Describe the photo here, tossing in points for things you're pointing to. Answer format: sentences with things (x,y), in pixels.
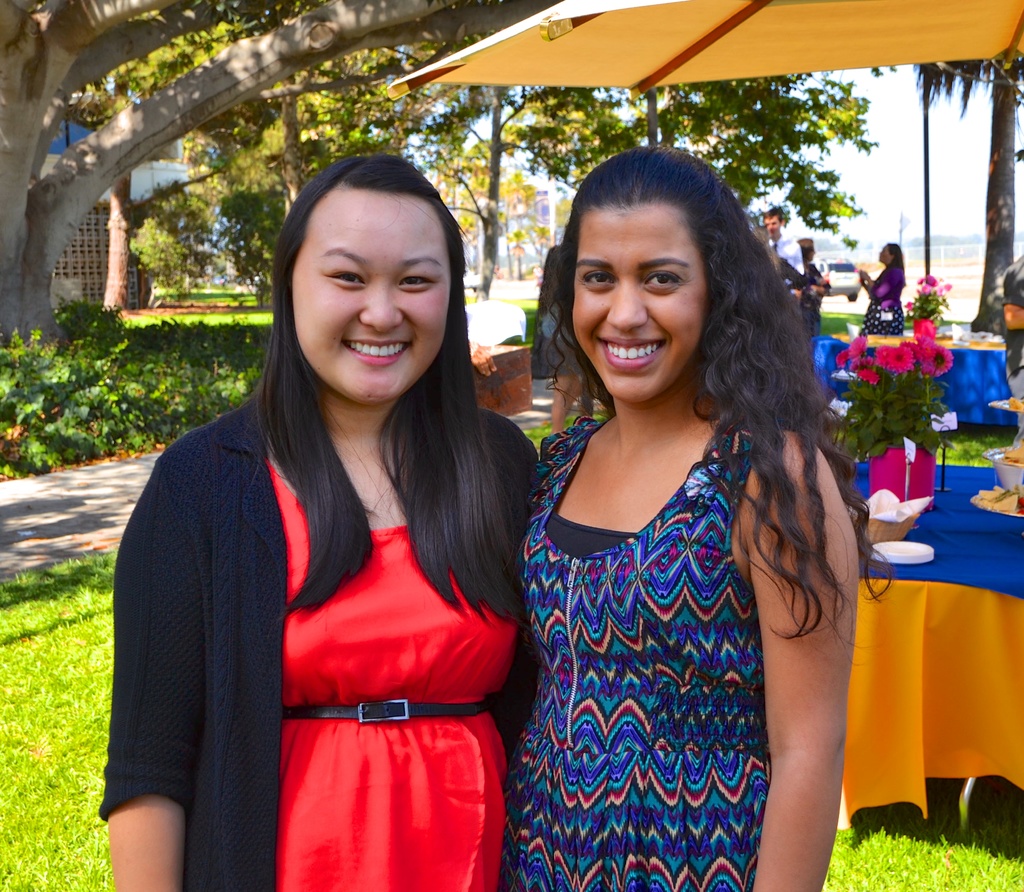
In this picture I can see two persons (491,602) standing and smiling, and there are flower vases (883,384) and some other items (1021,456) on the tables (975,356), group of people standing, there is an umbrella (867,28), plants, trees (854,84), and there is sky (922,154).
